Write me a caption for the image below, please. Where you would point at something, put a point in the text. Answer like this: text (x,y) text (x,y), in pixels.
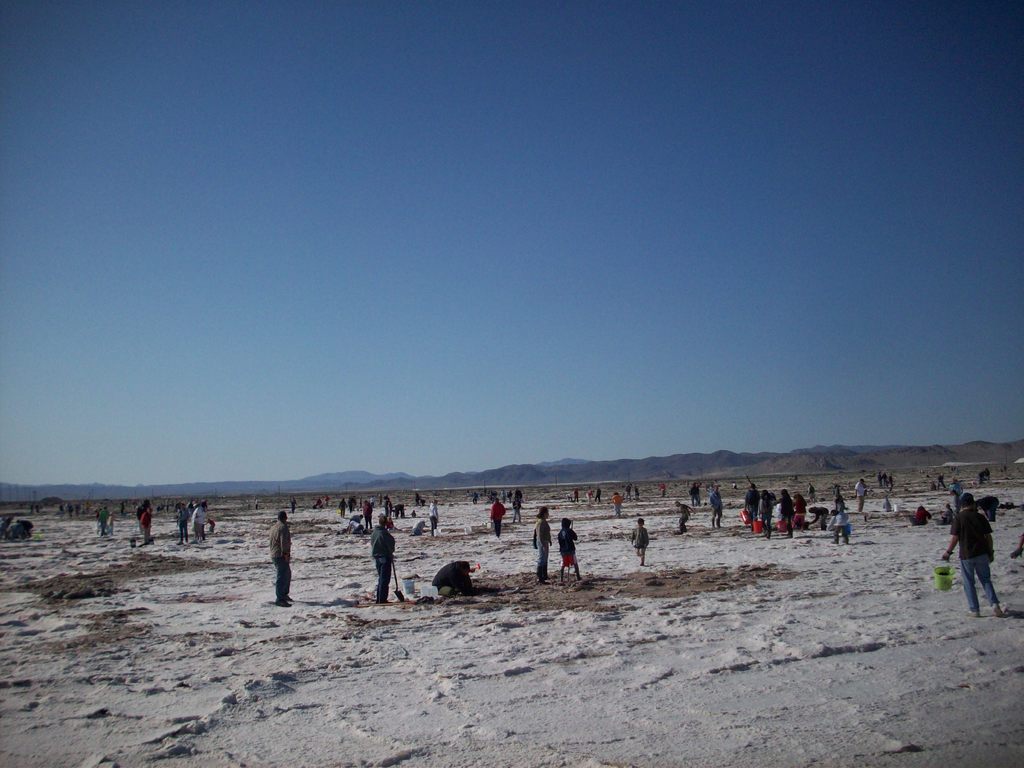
At the bottom (522,545) we can see few persons (543,528) are standing on the ground (447,495) and among them few are in squat position and few are holding buckets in their hands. In the background (16,467) we can see mountains (343,477) and sky (636,205).
